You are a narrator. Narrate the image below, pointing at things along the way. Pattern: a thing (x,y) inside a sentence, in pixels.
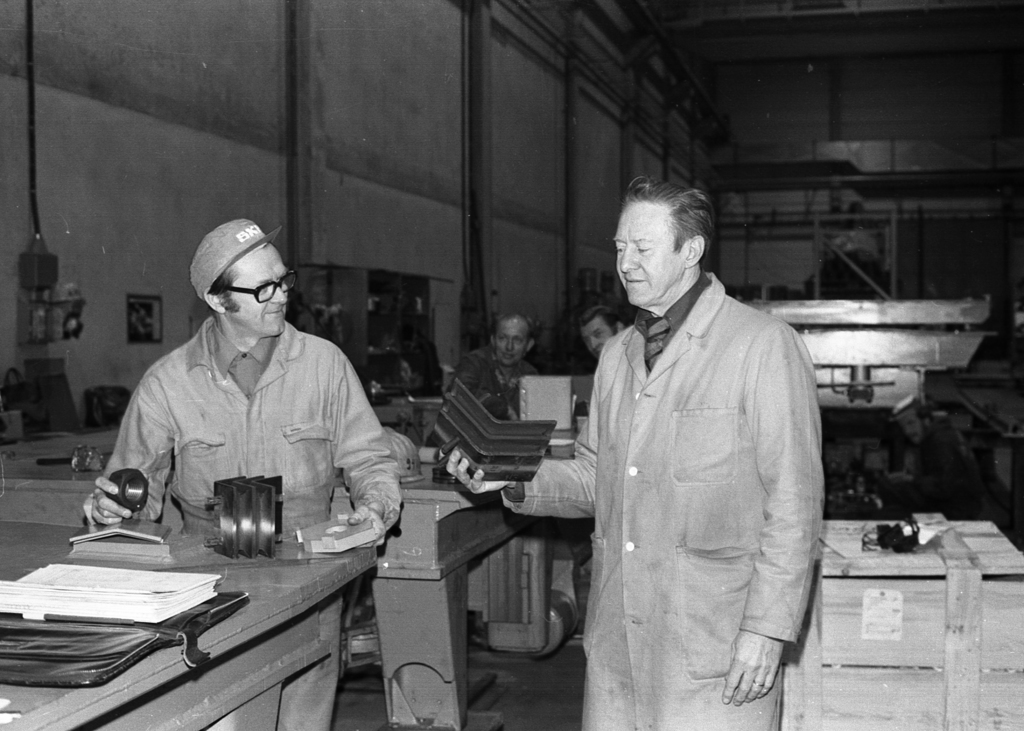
In this image in the foreground (223,432) there are two persons (238,432) who are standing and one person (585,458) is holding something, in the background (506,367) there are some people (497,364) who are sitting. And on the right side (865,358) and left side there are some machines (865,358), and at the bottom (134,601) there are some papers (174,613). In the background (359,203) there is a wall (236,174) and some poles (621,189).
